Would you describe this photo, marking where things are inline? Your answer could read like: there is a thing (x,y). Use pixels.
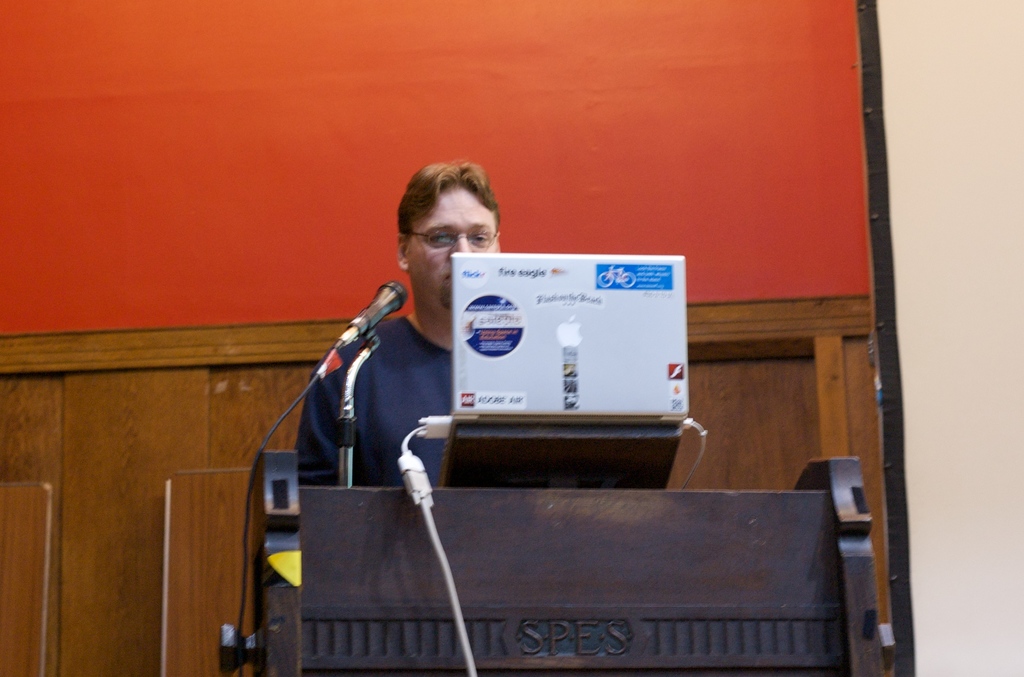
There is a laptop (474,403) and a Mic (347,423) kept on a table (534,575) which is at the bottom of this image (543,598). We can see a man (414,378) wearing black color t shirt (425,372) is standing behind the laptop (457,370). We can see a wooden wall (254,340) in the background (222,360).
